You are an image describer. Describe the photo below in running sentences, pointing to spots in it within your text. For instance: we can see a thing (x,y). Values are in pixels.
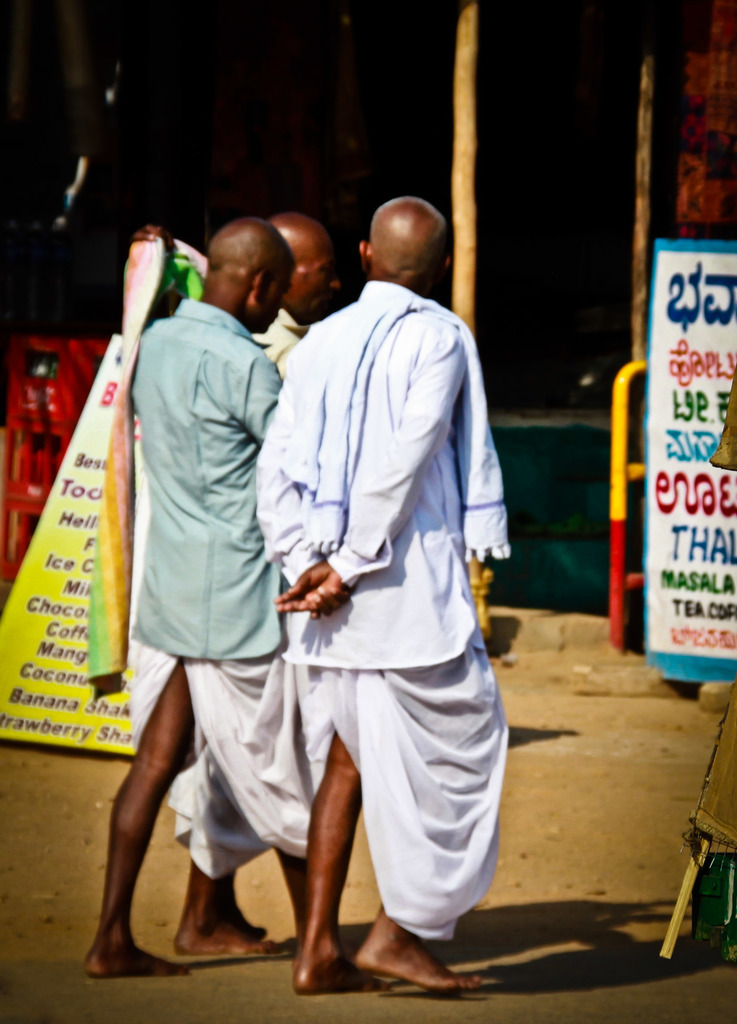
As we can see in the image there are few people (132,654) and banners (675,516). On banners (81,563) there is something written. The background (529,107) is dark.
